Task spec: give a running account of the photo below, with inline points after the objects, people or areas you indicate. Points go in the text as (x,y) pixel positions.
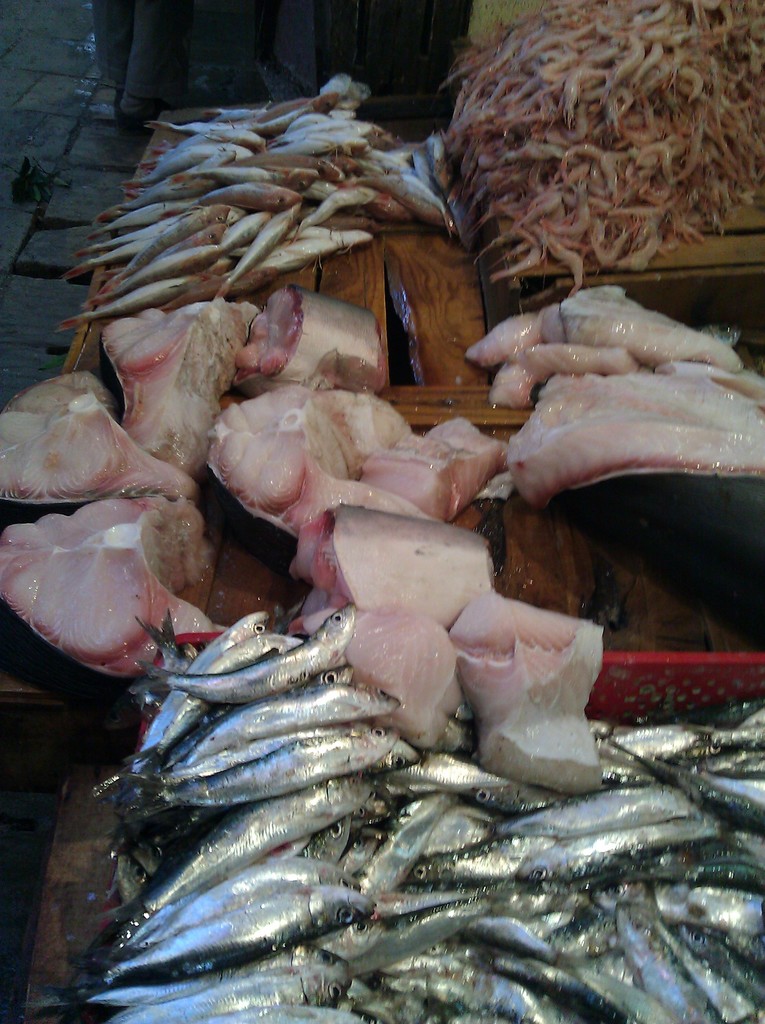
In this image, we can see fishes (217,624) and prawns (596,155) on the table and we can see persons legs (128,81).
